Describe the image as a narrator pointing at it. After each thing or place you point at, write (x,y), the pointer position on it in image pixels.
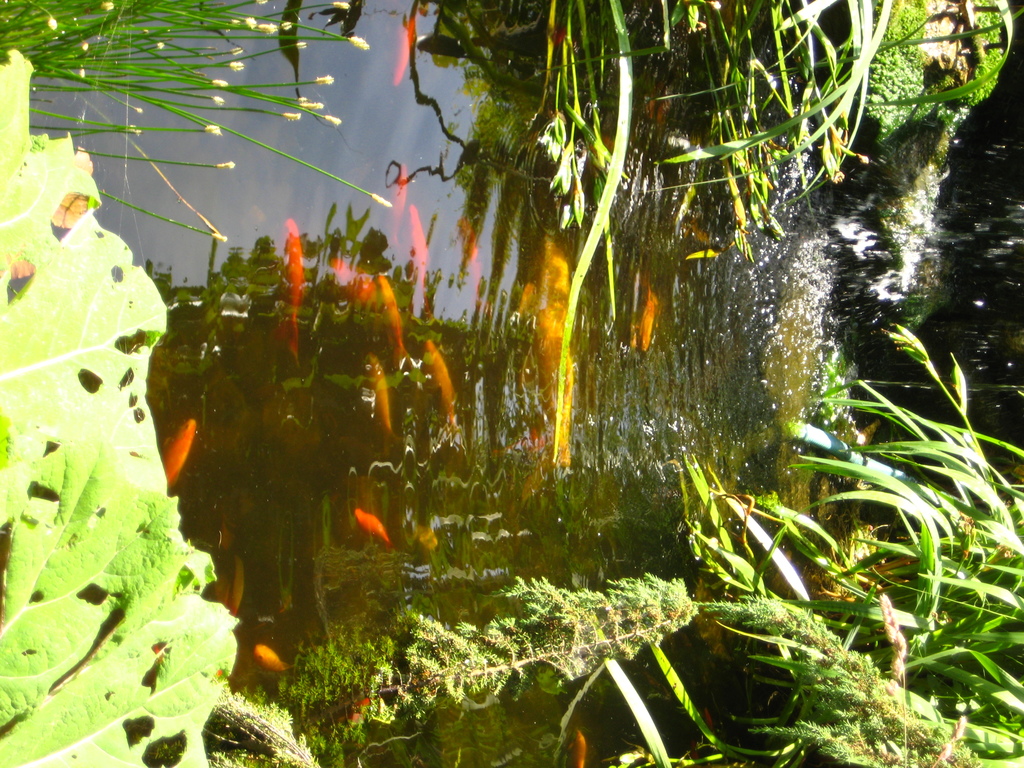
In this image I can see the grass (753,637). I can also see the fish (375,364) in the water (766,319).
